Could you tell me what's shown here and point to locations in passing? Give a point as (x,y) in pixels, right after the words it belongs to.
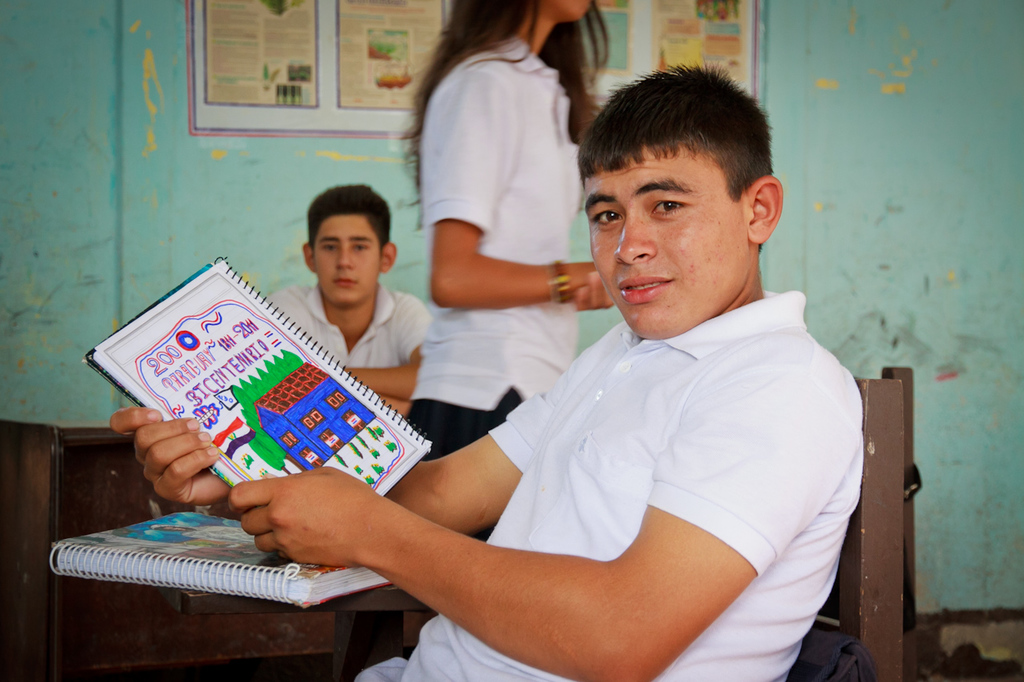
In this image there are two men (352,343) sitting on a chair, one man (400,529) is holding a book (249,398) in his hand (314,498), in between them there is a lady (481,171), in the background (83,76) there is a wall (971,362) to that wall (184,40) there is a poster (344,130).
